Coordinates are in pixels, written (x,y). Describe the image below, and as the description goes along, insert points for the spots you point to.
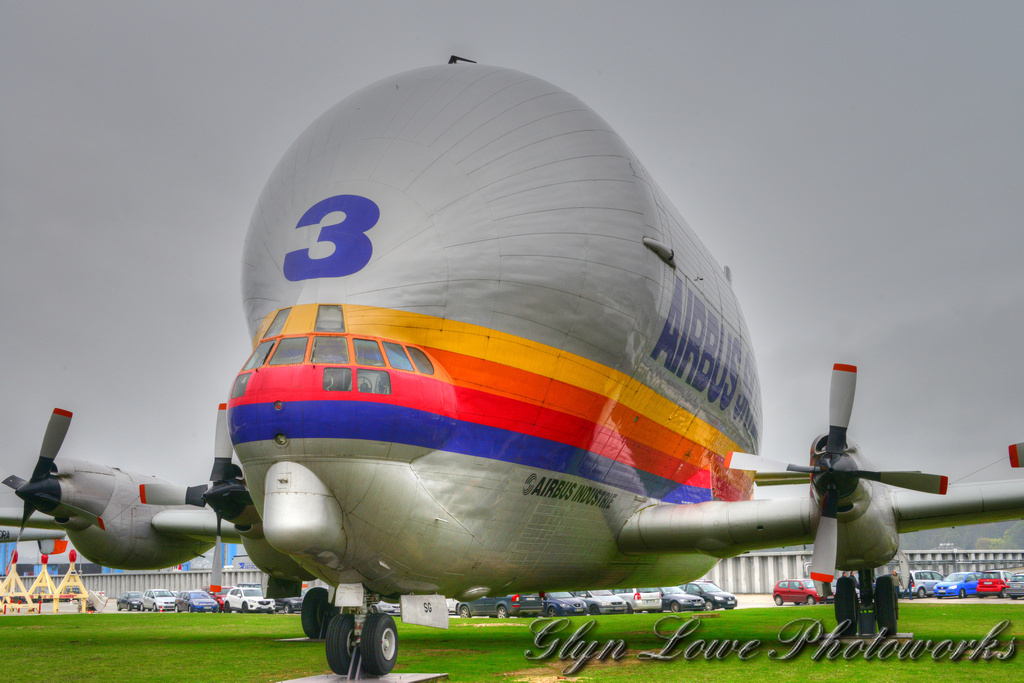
In front of the picture, we see an airplane (526,488) in white, yellow, orange, red and blue color. At the bottom (230,644), we see the grass (160,633). Behind the airplane (217,549), we see the cars (381,604) which are parked on the road (745,597). Behind that, we see the railing (766,578) or iron sheets (776,569). On the left side (71,558), we see the yellow color stands (44,572). On the right side (1007,526), we see the trees (1000,538). In the background (922,258), we see the sky (277,90).
